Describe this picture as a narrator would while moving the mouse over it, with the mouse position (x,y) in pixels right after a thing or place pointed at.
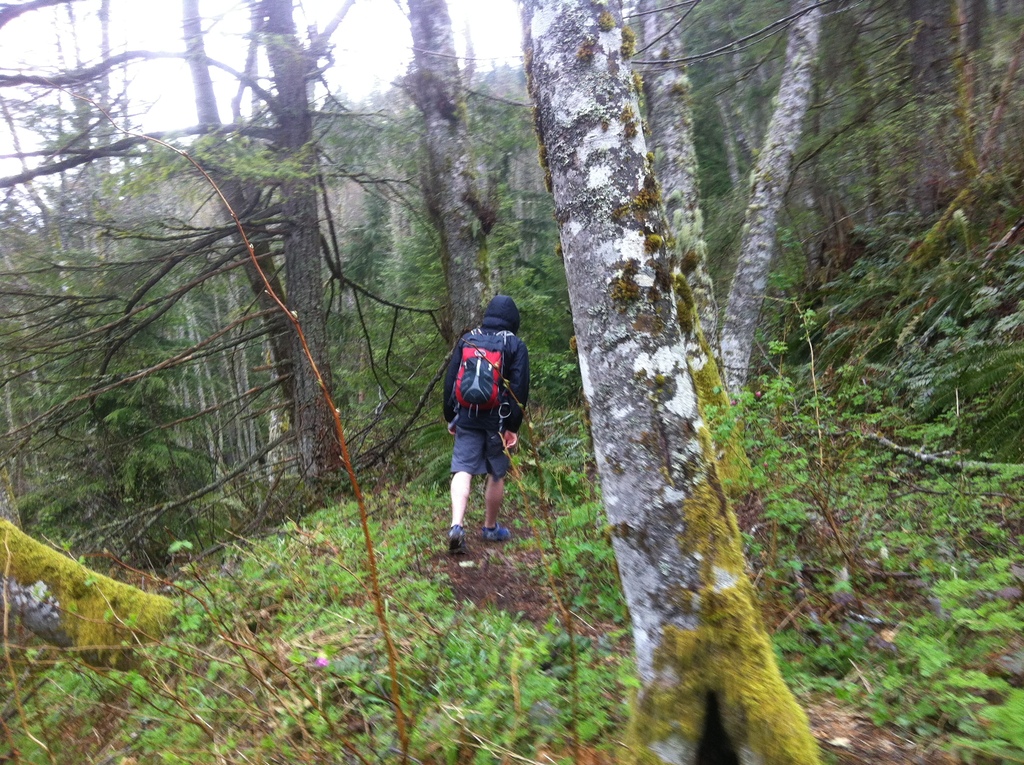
In the image we can see there is a person (480,420) who is wearing a jacket (510,362) and carrying backpack (477,382) at the back (469,385). He is standing on the ground (456,615). The ground (549,611) is covered with plants (470,615) and there are lot of trees (584,234).
